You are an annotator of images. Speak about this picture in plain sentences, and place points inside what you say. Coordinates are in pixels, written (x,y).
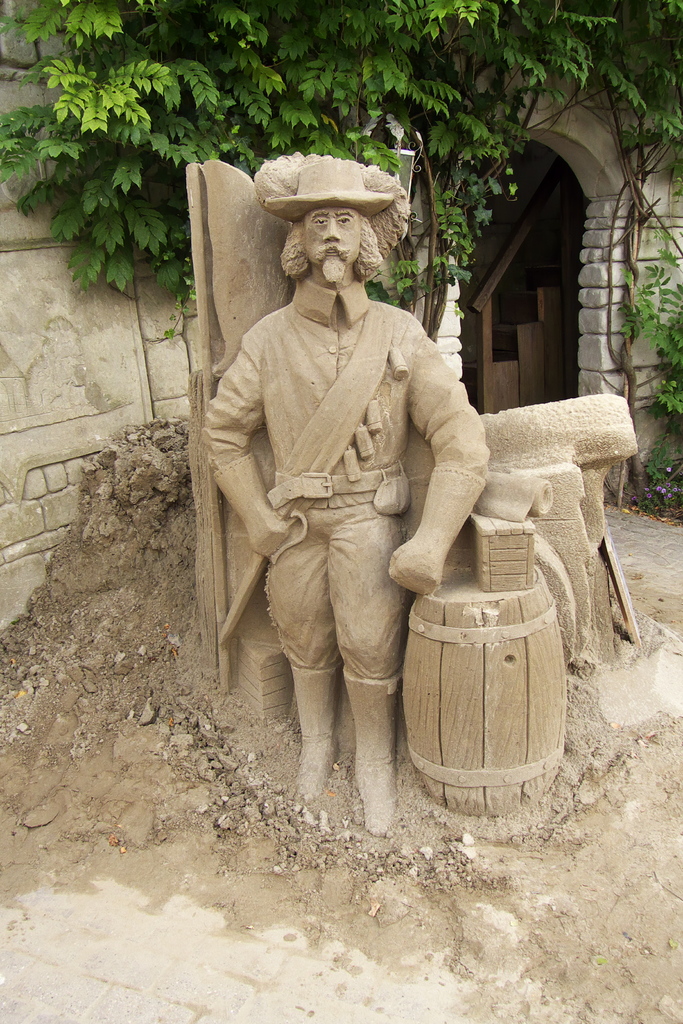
In this picture I can see the statue (388,525) of a man (372,591), barrel (410,699) and box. In the back (565,209) I can see the building (652,260), tree (580,76) and plants (658,334). Through the arch (545,292) I can see the stairs (513,327).
